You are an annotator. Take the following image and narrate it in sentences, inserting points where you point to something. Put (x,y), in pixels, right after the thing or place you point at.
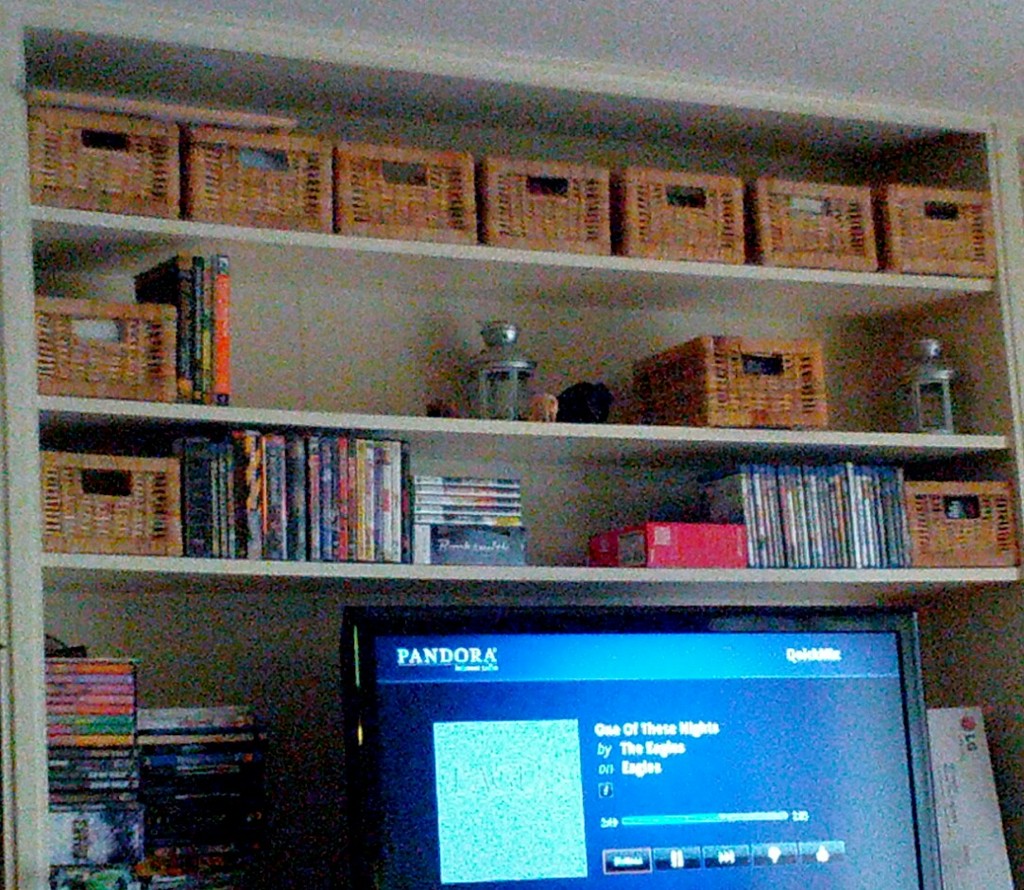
In the foreground of the image (563,678) we can see a television (514,701). In the background (198,810), we can see group of books (294,499), baskets (901,233) placed on the racks (812,568).
